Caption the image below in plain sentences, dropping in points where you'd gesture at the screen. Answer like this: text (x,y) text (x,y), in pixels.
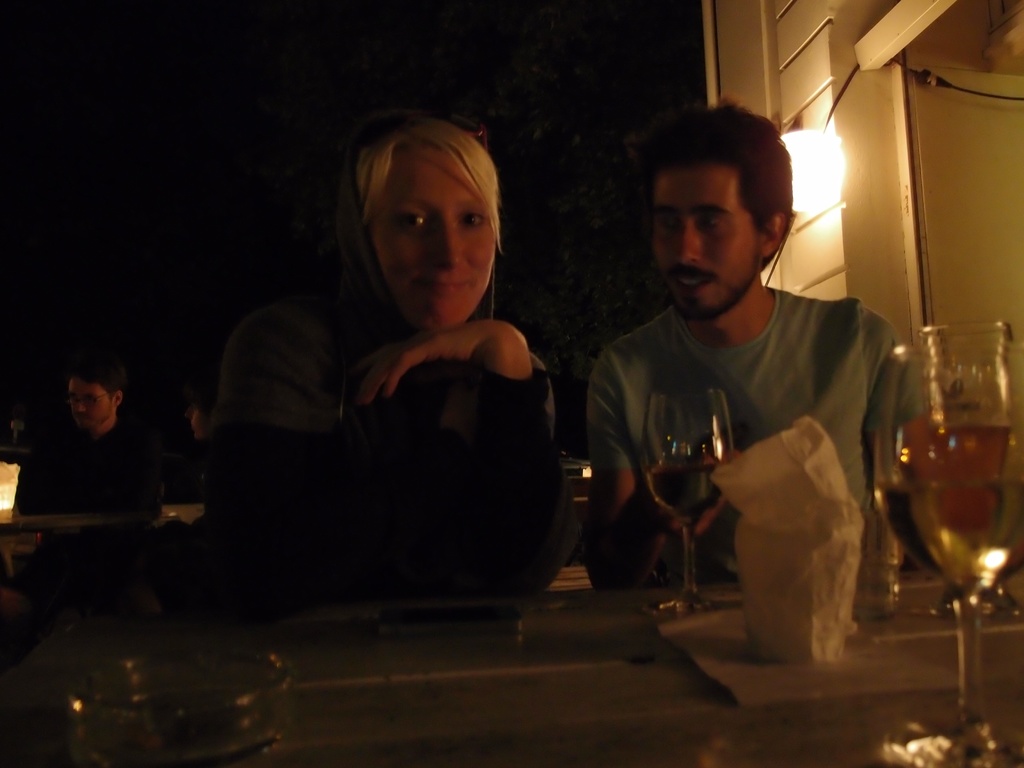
This picture is clicked outside. In the foreground (519,624) there is a table (502,665) on the top of which glasses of drinks (670,472) and some other items (80,695) are placed. On the right (720,308) there is a man (796,386) wearing t-shirt (795,387) and sitting on the chair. On the left (323,330) there is a woman (447,411), smiling and sitting on the chair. In the background (889,89) we can see the lights (815,172), cable (980,95), wall (984,204) and some persons (136,463) sitting on the chairs (25,549).
